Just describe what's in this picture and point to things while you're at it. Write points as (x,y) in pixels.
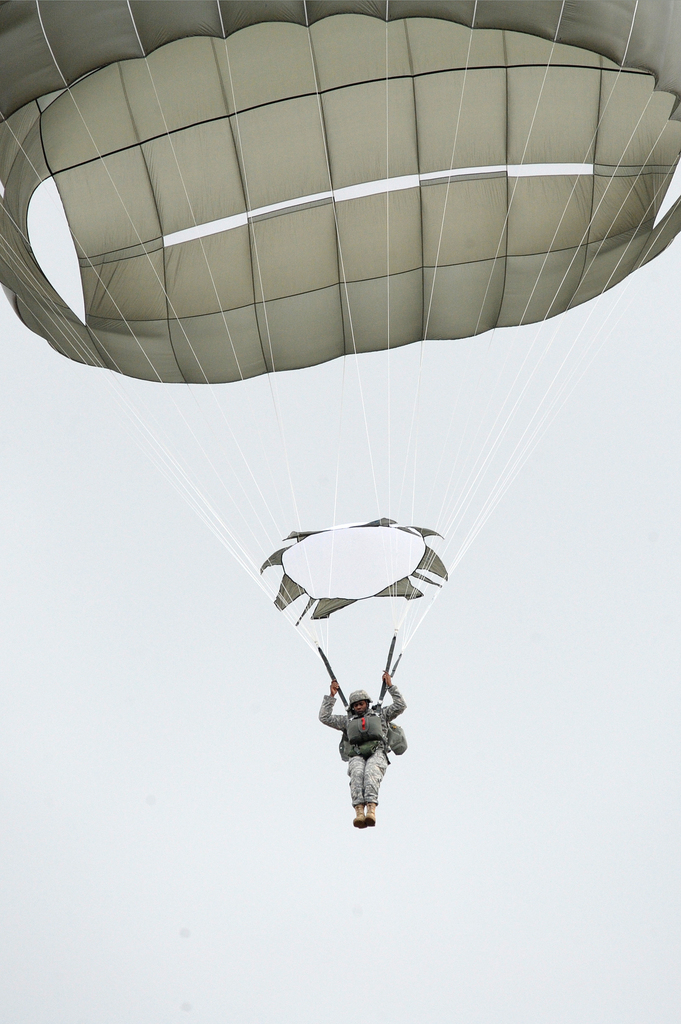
In this image there is one person (364,722) who is in air (342,643) and it seems that he is paragliding, and in the background (563,645) there is sky (565,586).
